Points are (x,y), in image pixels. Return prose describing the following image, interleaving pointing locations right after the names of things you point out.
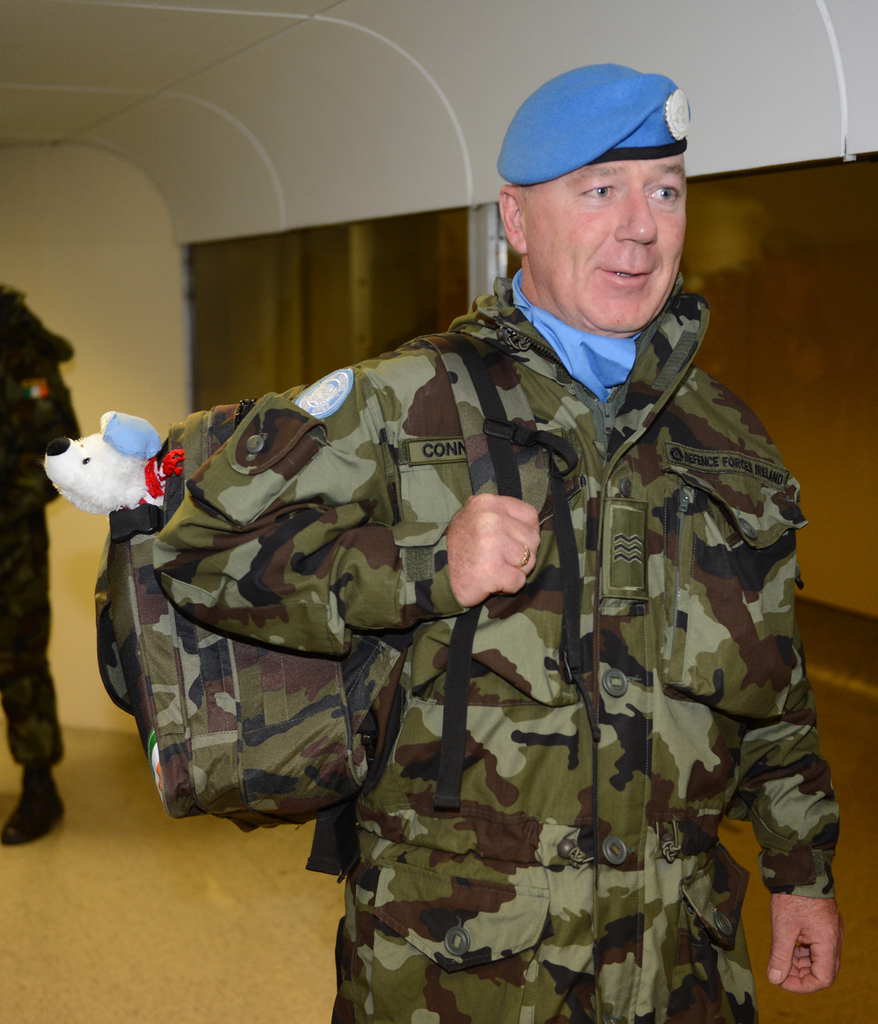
In this picture we can see a man (333,414) who is standing on the floor (152,855). He is carrying his backpack (154,610). On the background (124,290) there is a wall (98,286). Here we can see a one more person (1,353) who is standing on the floor (43,899).
